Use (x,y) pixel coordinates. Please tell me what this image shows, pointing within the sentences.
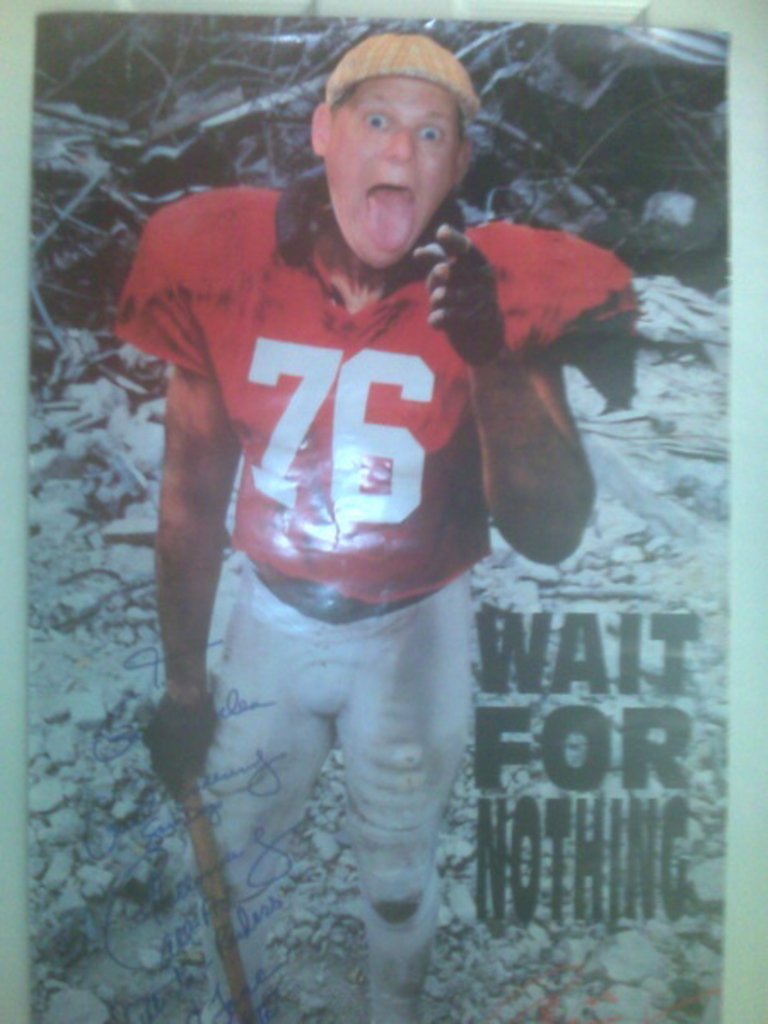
In this picture we can see a man (356,96) standing on the rocky ground (478,976) and looking at someone.
